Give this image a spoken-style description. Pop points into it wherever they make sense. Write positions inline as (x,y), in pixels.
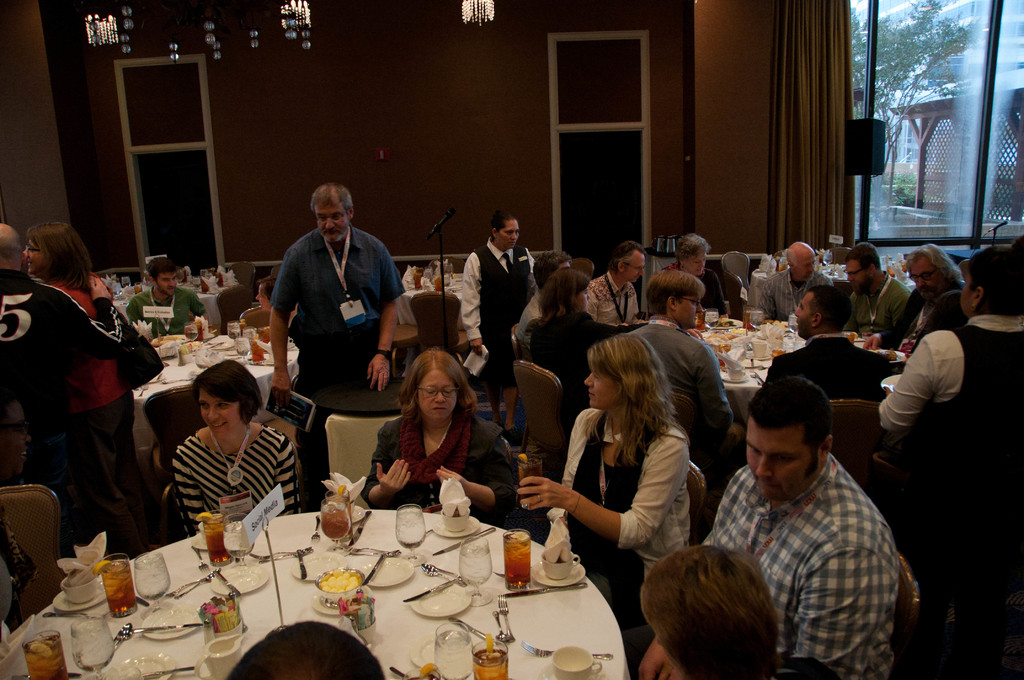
In this image we can see these people (443,380) are sitting on the chairs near the tables (572,640) where glasses (520,578), plates (578,568), knives (541,593), forks (540,647) and few more things (560,576) are kept on it. Here we can see these people (384,301) are standing. In the background (126,149), we can see the wall (20,141), curtains (799,224), speaker box (867,167) and glass windows (929,194) through which we can see pergola (1023,115) and trees (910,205).
